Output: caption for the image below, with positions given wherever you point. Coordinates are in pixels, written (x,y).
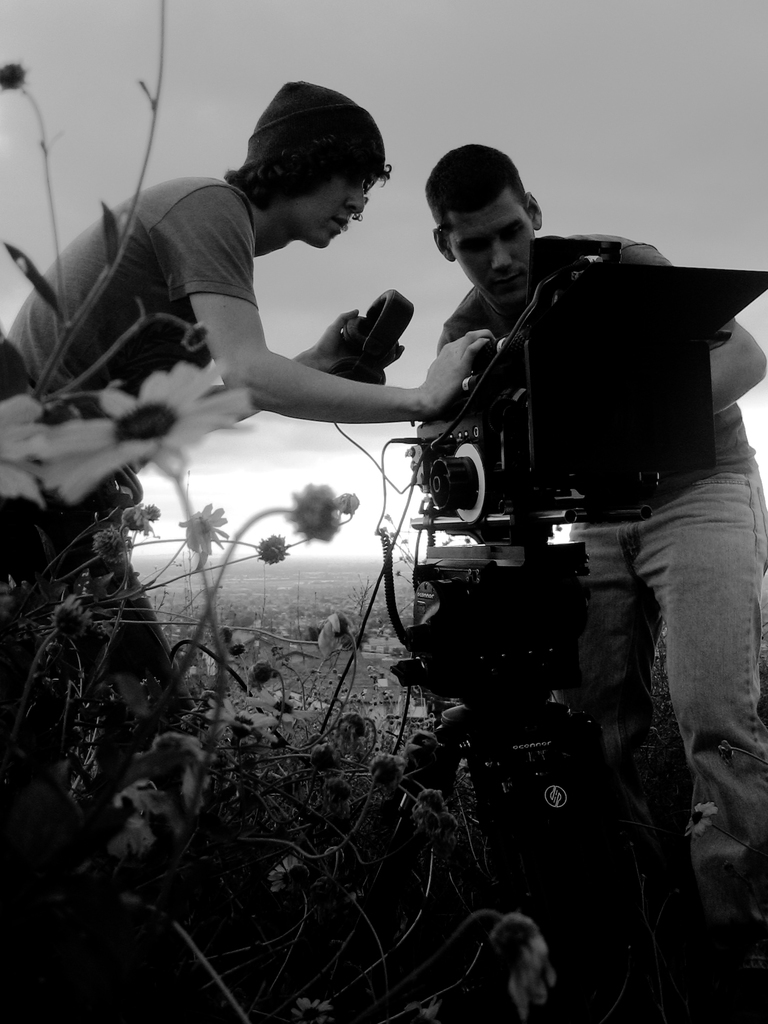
This is a black and white pic. We can see plants (158,820) with flowers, camera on a stand (554,620), two persons (243,278) and among them a person (232,310) on the left side (251,389) is holding a headset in the hand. In the background (267,434) we can see objects (240,633) and clouds (352,270) in the sky (352,270).
